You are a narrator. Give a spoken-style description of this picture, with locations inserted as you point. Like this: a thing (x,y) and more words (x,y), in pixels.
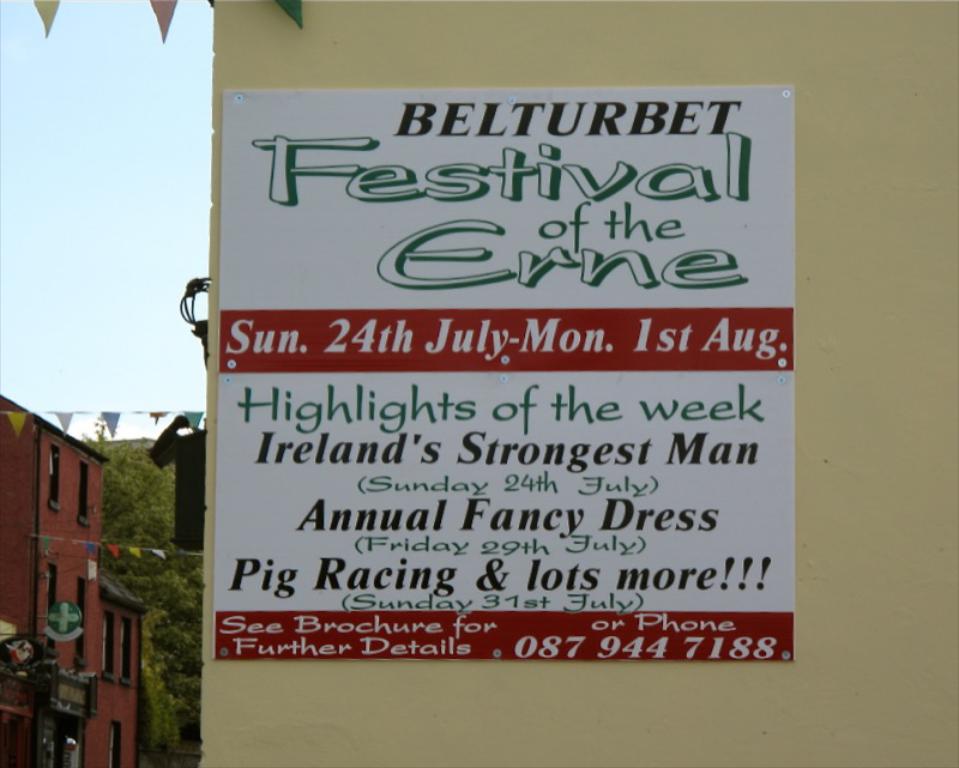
In this picture there is a poster (458,529) on the wall (807,535), in the poster (387,288) there is a text (674,347). On the left side of the image (184,608) there is a building (112,636) and tree (109,454) and there is a board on the building (60,450). At the top (80,245) there is sky (76,263) and there are flags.
